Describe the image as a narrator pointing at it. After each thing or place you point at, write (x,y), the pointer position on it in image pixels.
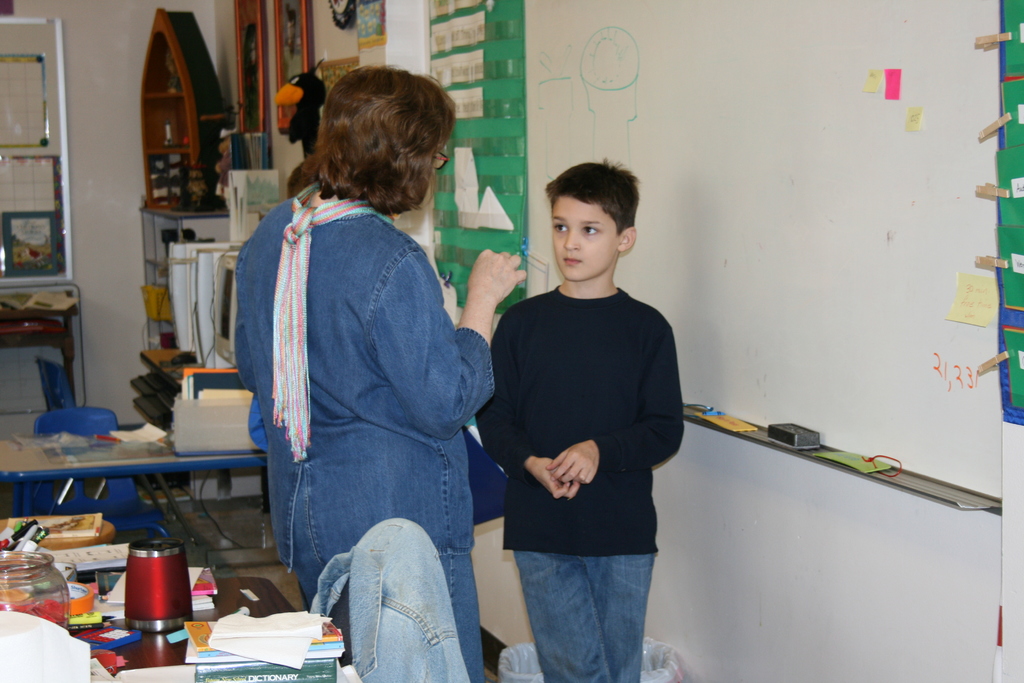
In the center of the image (354,243) there is a lady (415,309) and a boy (588,259) standing. To the left side of the image (39,567) there is a table (242,584) on which there is a book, jar (51,609) and other objects (135,586). To the right side of the image (749,333) there is a board (793,60). In the background of the image (98,49) there is a wall (126,248). There is a table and there are many other objects (163,207).
